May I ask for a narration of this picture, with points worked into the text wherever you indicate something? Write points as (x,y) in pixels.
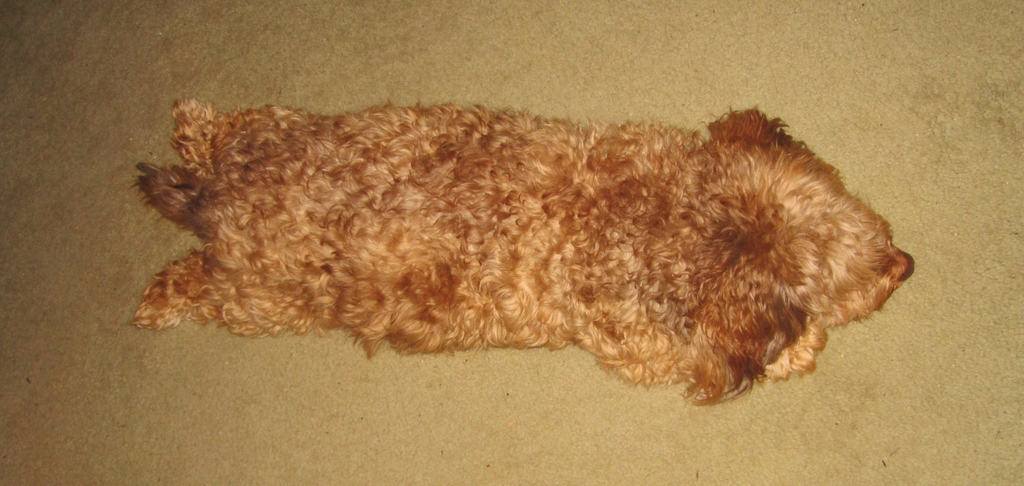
This image consists of a dog (513,203) in brown color. At the bottom (454,440), there is a floor (626,455).
